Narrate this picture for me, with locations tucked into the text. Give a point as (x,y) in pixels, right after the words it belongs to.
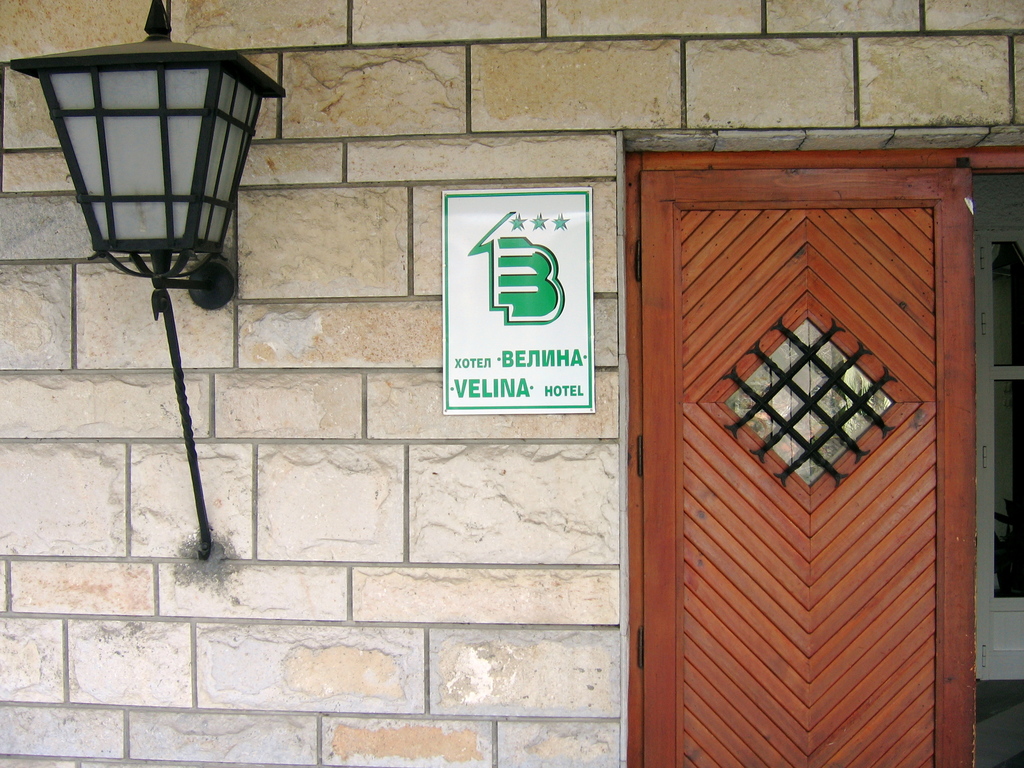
In this image we can see a wall (601,223), there is a board (530,316) with some image (518,293) and text (509,390) written on it, also we can see a light (150,176), and a door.
